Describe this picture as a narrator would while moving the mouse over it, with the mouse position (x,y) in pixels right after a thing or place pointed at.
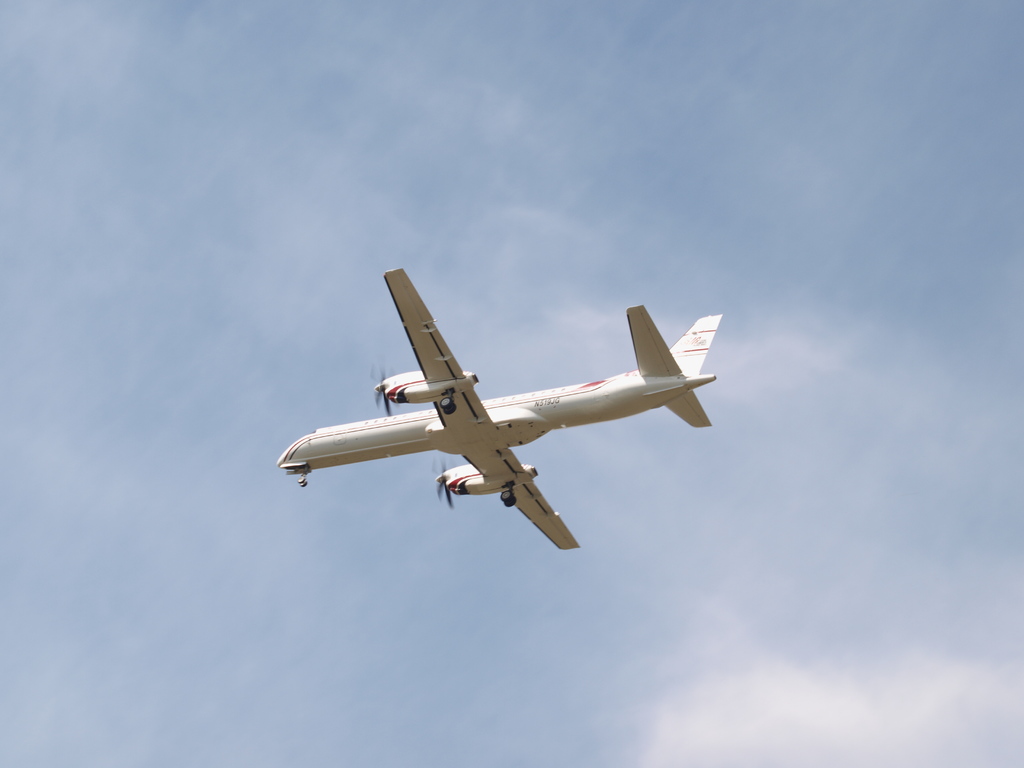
We can see airplane (613,413) in the air (484,298) and we can see sky (766,613) with clouds (1012,701).
